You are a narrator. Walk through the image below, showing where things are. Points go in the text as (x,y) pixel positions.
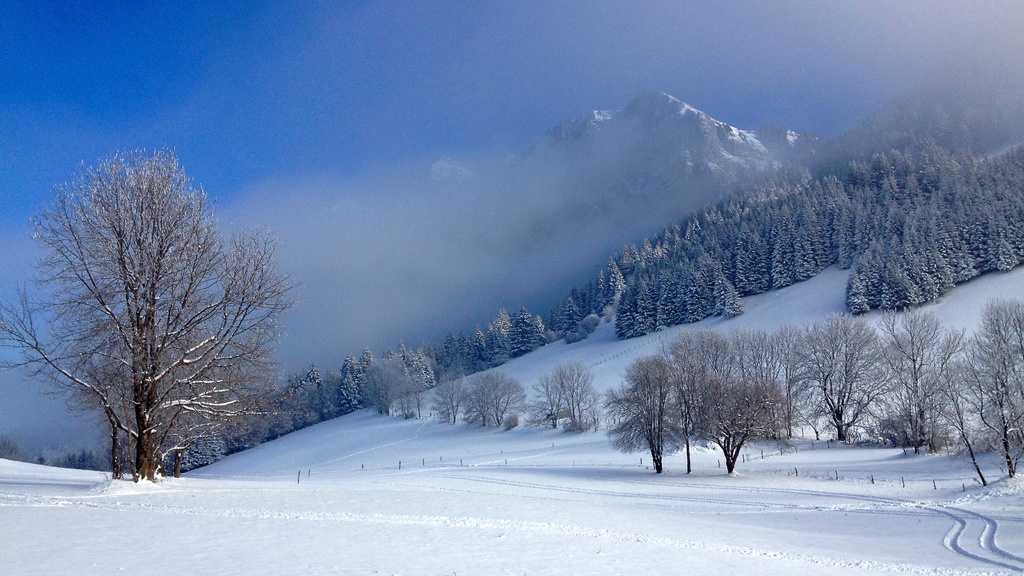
In this picture we can see snow (331,567), trees (291,398), fog (527,151) and hill (570,129). In the background of the image (395,149) we can see the sky (435,31) in blue color.
